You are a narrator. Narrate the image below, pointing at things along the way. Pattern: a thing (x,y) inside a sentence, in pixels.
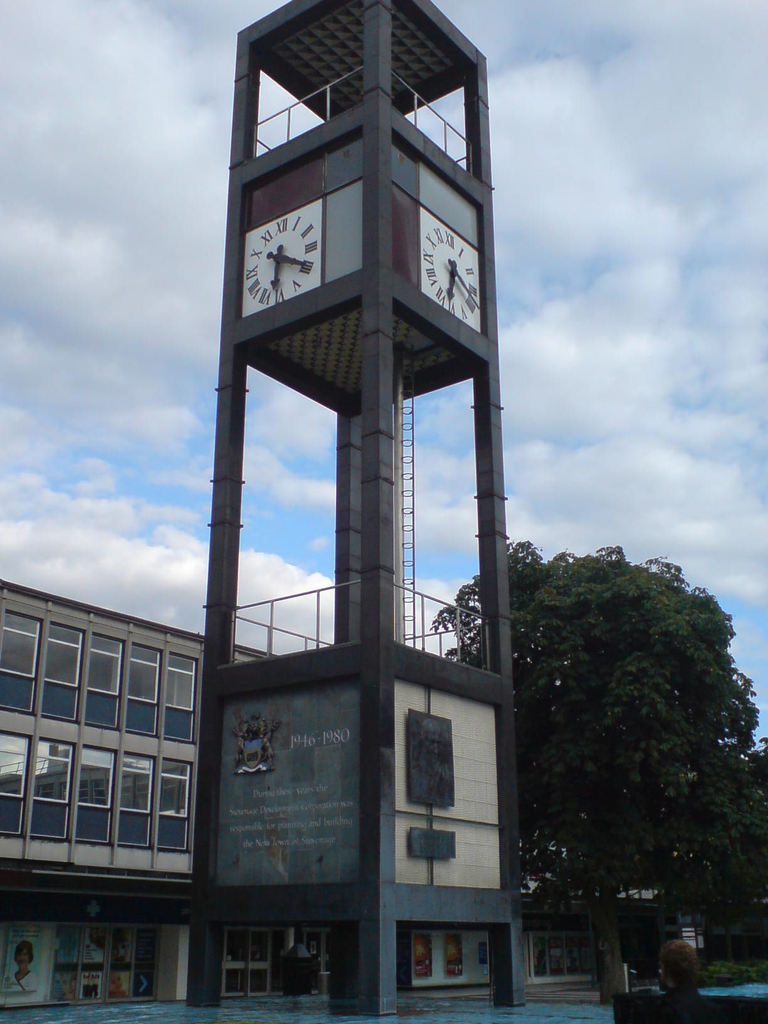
In this picture we can see a tower (221,792) on the ground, on this tower (363,945) we can see clocks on it, at the back of tower (405,864) we can see a building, where we can see a person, trees (588,641), plants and we can see sky (710,155) in the background (699,176).
